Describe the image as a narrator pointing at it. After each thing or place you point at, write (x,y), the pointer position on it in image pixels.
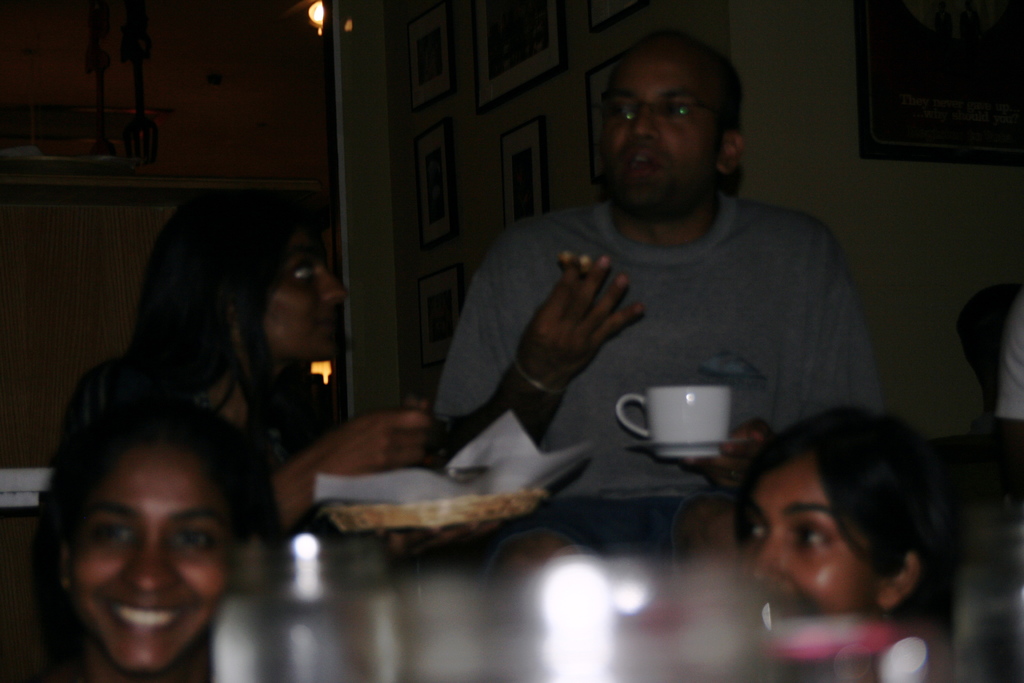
This image is clicked in a room (405,272) where there are four person (379,428) sitting. The two persons (776,473) are sitting in the bottom (825,501), they are smiling and other two (330,343) are sitting in the middle (634,350). One of them is man (695,342) is holding cup (718,392) in his hand (758,431), other one (220,259) who is on the left side (266,332) is woman (369,466), she is holding a plate (453,506) in her hand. There is light (320,3) on the top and there are photo frames (544,26) on the wall (488,181) on the top (523,70). There is a photo frame (951,134) in the top right corner (968,119).
